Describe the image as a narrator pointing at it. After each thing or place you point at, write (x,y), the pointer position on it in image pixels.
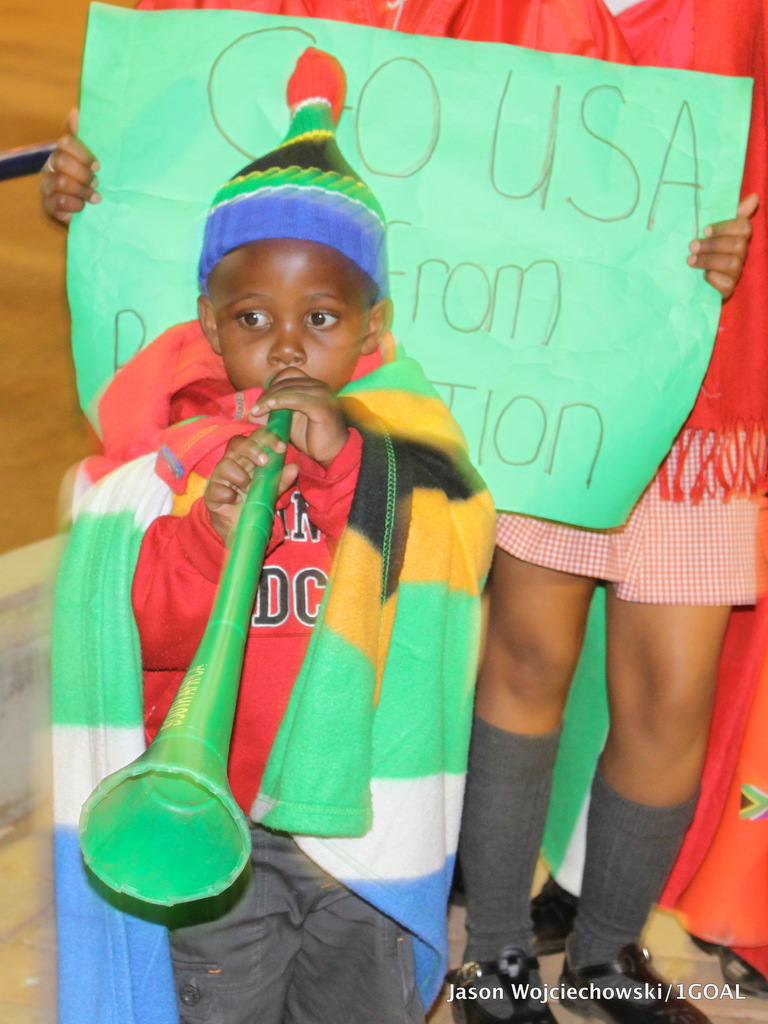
In this image we can see a boy (302,770) standing and holding a musical instrument (246,566), behind him there is a person (702,406) holding a board (459,112) and we can see people (705,417).
